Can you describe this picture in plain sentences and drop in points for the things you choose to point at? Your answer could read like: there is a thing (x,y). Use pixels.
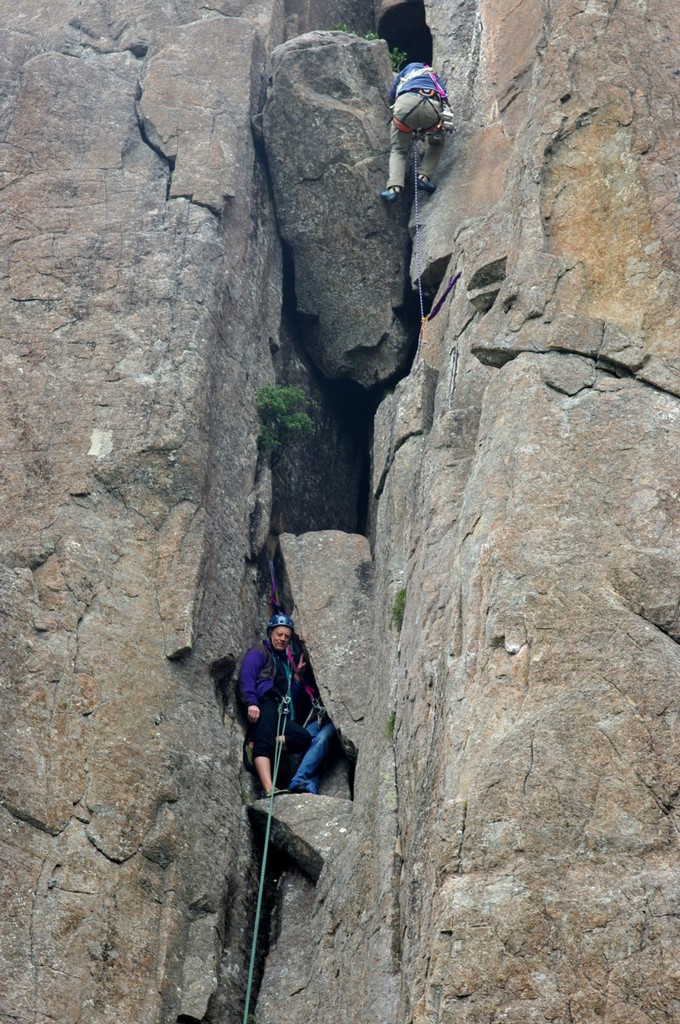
In this image we can see there are three people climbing the rocks (379,712).
